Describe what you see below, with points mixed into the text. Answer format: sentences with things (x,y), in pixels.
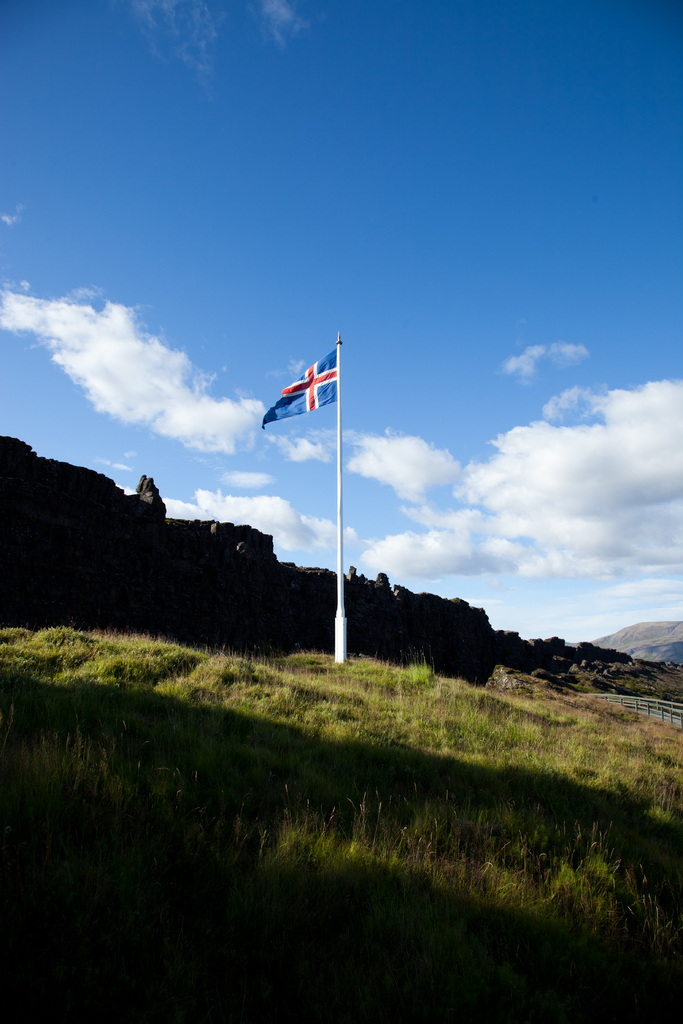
In this picture we can see grass (429,835) and a flag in the middle of the image (228,664), in the background (273,620) we can find fence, hills (269,600) and clouds (493,473).
